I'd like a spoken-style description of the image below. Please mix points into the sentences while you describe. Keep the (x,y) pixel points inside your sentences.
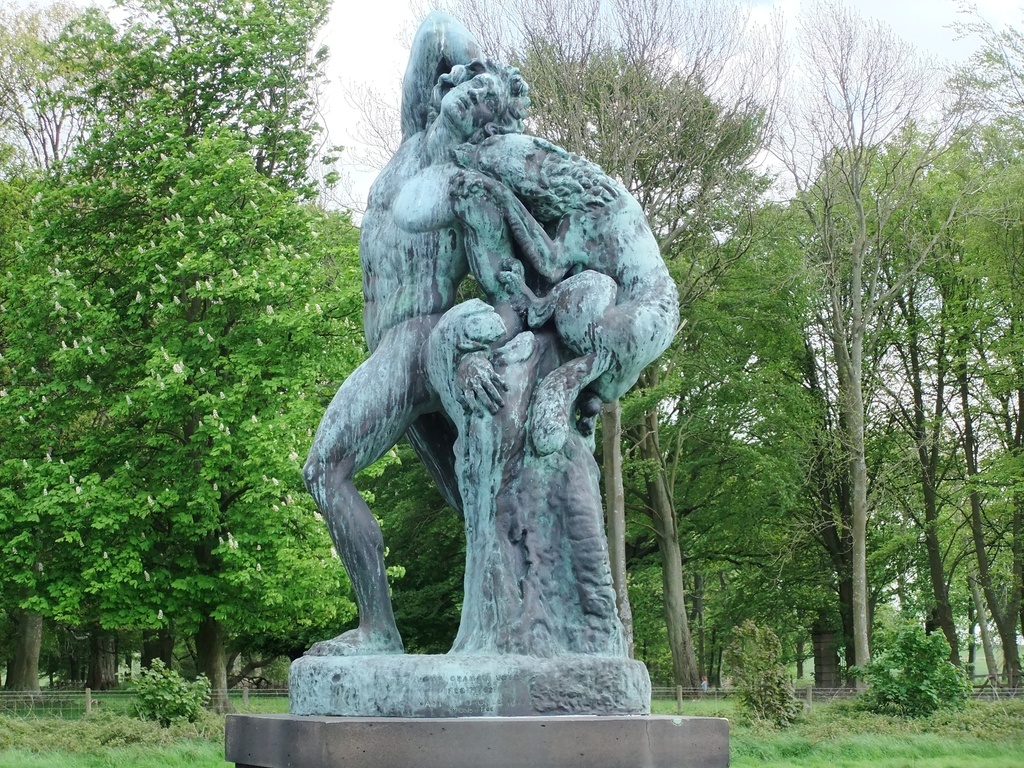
In the center of the image (453,303) there is a statue (480,681). In the background (745,742) we can see trees (40,440), grass (36,761), plants (998,719) and sky (331,103).
